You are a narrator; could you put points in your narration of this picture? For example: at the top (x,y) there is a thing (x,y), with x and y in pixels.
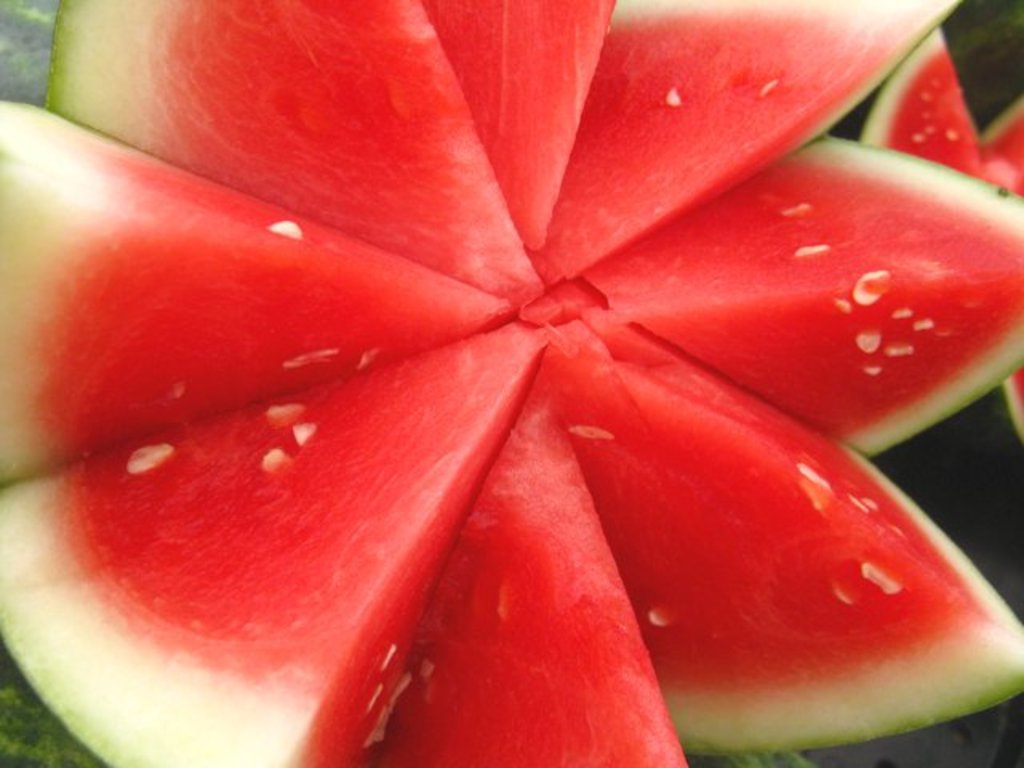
In the foreground of the picture (445,96) there is a watermelon (416,140). On the right side (1007,184) there is another watermelon (973,137).
